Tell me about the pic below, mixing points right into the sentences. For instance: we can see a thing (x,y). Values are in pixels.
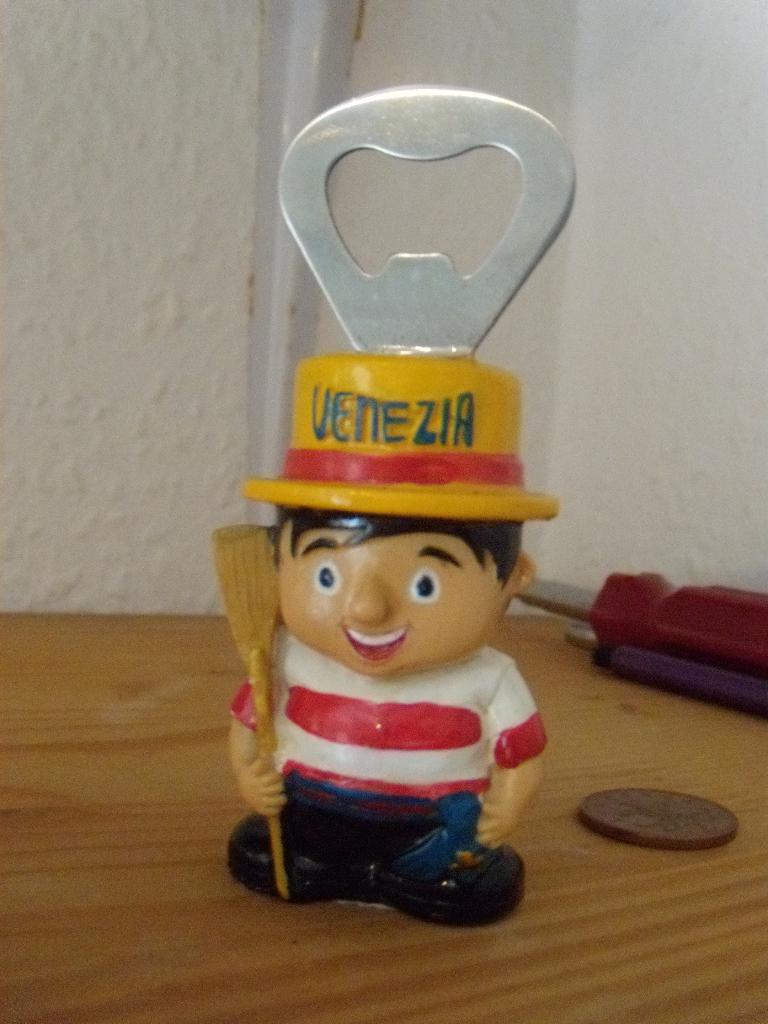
In this image, we can see an opener screwdriver (390,336) and coin (612,801) in front of the wall (192,350).
